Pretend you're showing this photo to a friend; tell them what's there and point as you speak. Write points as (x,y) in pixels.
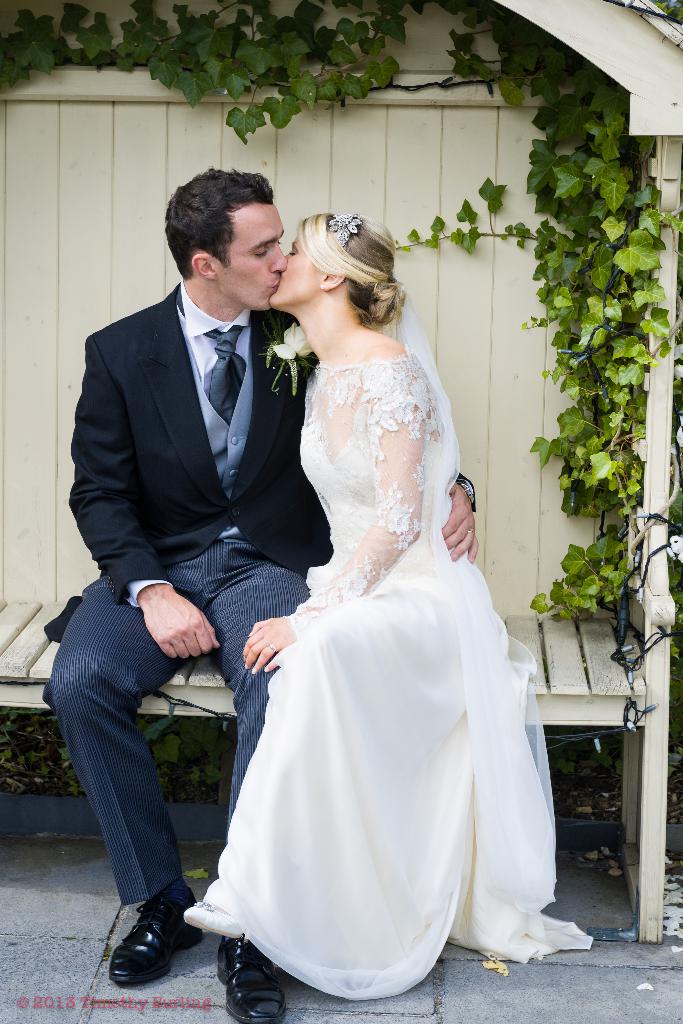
In this image, we can see a woman (370,622) in a white dress (405,673) and man (242,524) in a suit (245,452). They both are kissing each other. They are sitting on the bench (555,669). Here we can see plant (603,473), some wires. At the bottom of the image (544,1018), there is a platform (520,1004) and watermark (183,1004) we can see.
